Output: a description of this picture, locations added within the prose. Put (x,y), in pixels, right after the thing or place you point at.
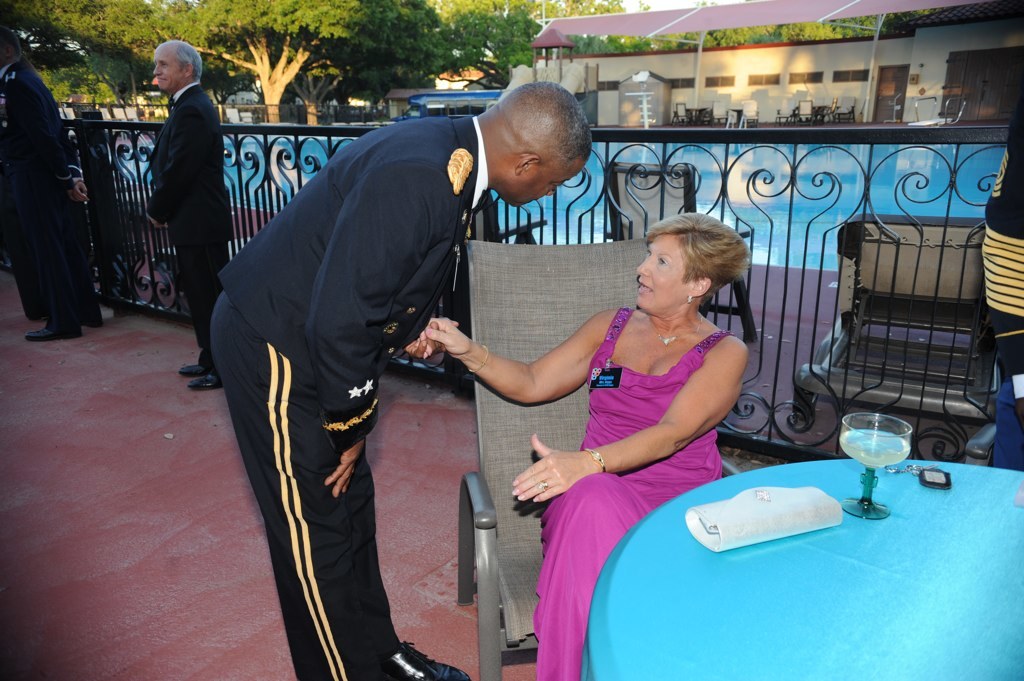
in the picture we can see a woman (720,348) sitting on the chair (484,247) and talking to person (442,255) whose is standing and we can see a table (828,547) in front of a woman (584,526) and we can see a wallet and a glass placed on the table (942,498), here we can also see some persons (158,165) standing little bit away, we can see a swimming pool (734,148) near to persons (80,211), we can see trees (380,48) we can also see the building (752,44) near to them.
